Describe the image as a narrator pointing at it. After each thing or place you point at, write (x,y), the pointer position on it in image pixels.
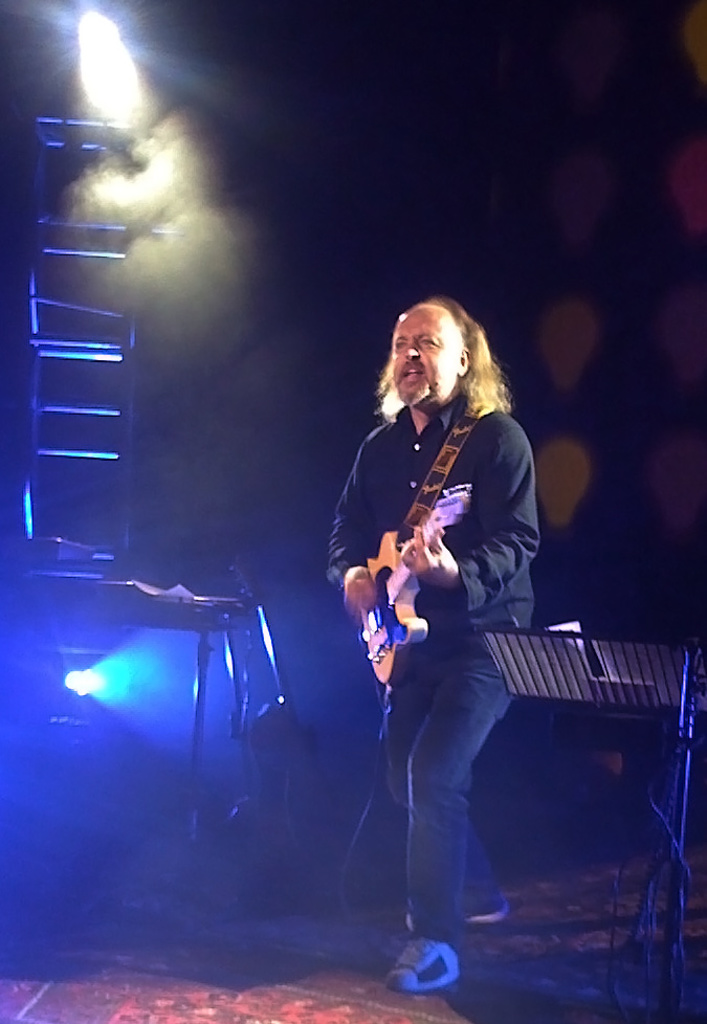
In the picture we can see a man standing on the floor (237,900) and playing a guitar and he is with long hair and black shirt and behind him we can see a some lights (95,101) and smoke (175,251) near it in the dark.
